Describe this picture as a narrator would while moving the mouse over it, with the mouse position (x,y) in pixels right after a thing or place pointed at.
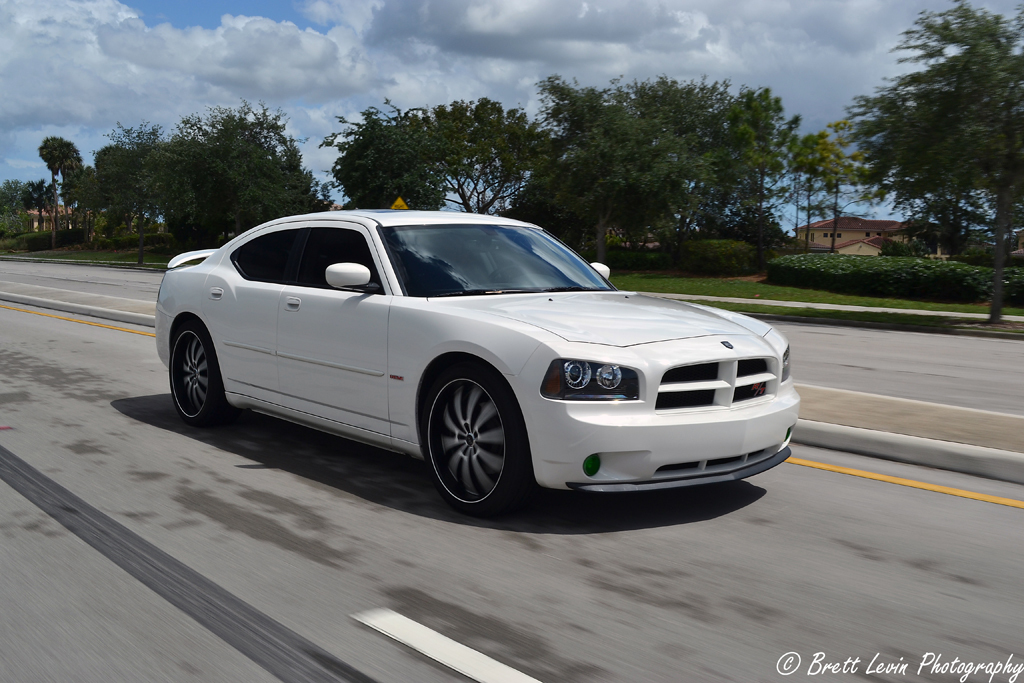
In this image we can see a car (637,467) which is white in color moving on road (430,501) and in the background of the image (820,229) there are some trees (691,241), house (838,235) and cloudy sky (329,89).
